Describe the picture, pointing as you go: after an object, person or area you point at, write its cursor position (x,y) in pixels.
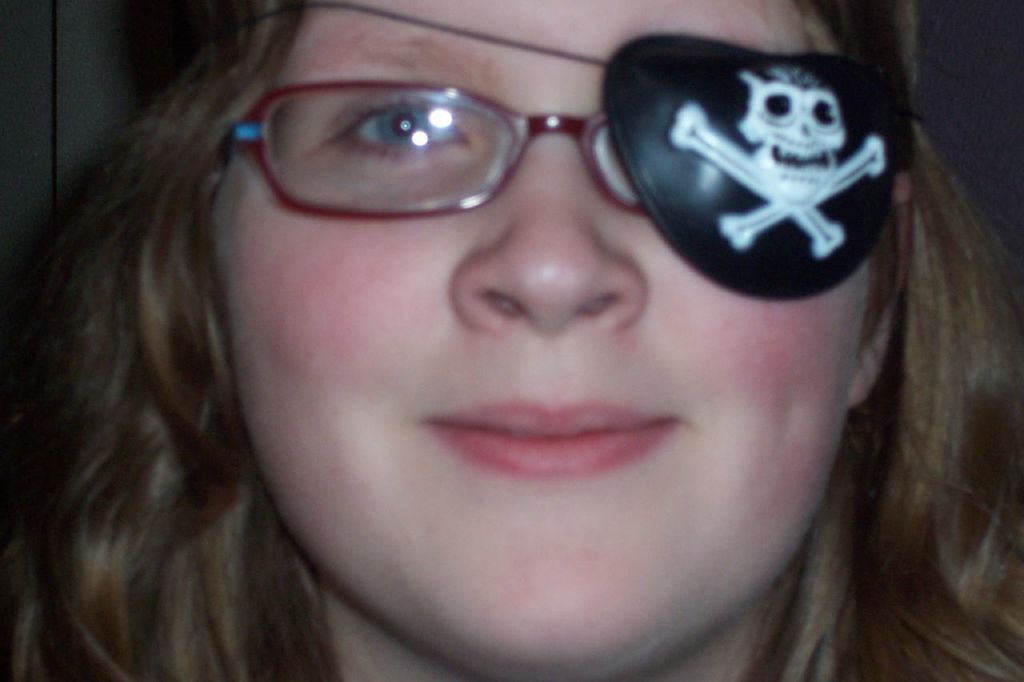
In the picture there is a woman (320,300) and she is wearing spectacles (315,143), to her left eye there is a skull mask (773,139) attached to the spectacle (603,156).
